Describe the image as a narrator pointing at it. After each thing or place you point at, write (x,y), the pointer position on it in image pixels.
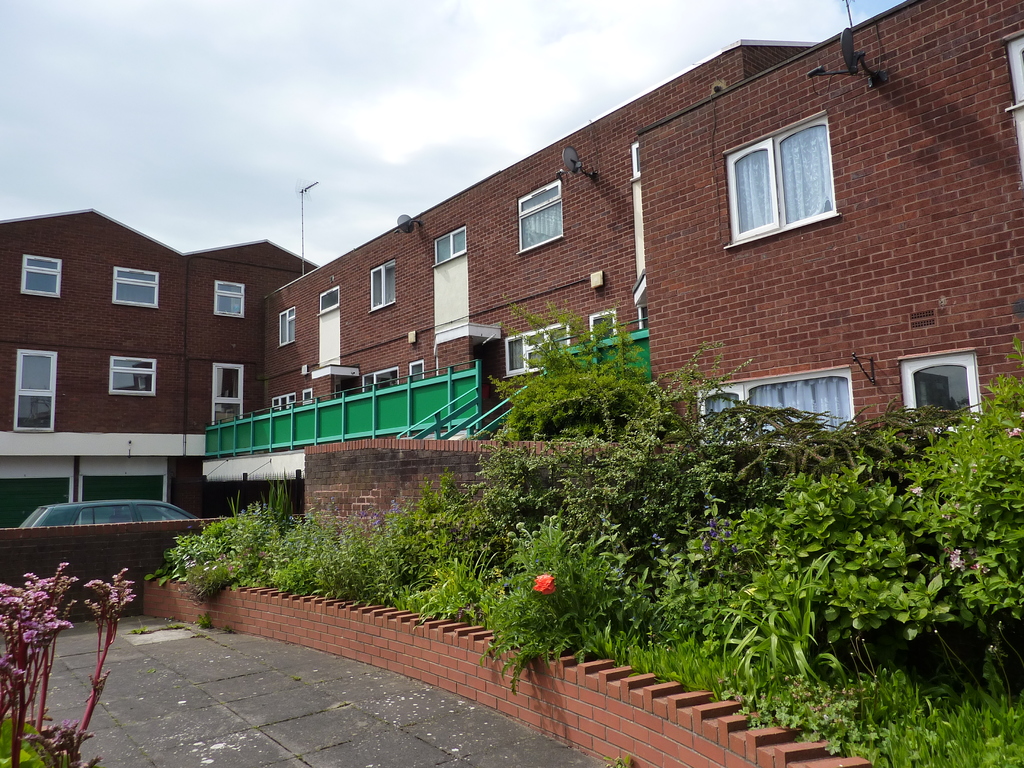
This is a picture taken, outside from a building (609,255) a house (446,277). In the foreground of the picture (678,601) there are plants (573,586) and a flower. In the left side (117,509) there is a car (89,509). In the center of the picture (473,427) there is a building (758,318), to the building (780,206) there are many windows (218,419), a railing (349,411) and doors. Sky (378,174) is cloudy. On the left (21,545) there is a wall (63,550).
